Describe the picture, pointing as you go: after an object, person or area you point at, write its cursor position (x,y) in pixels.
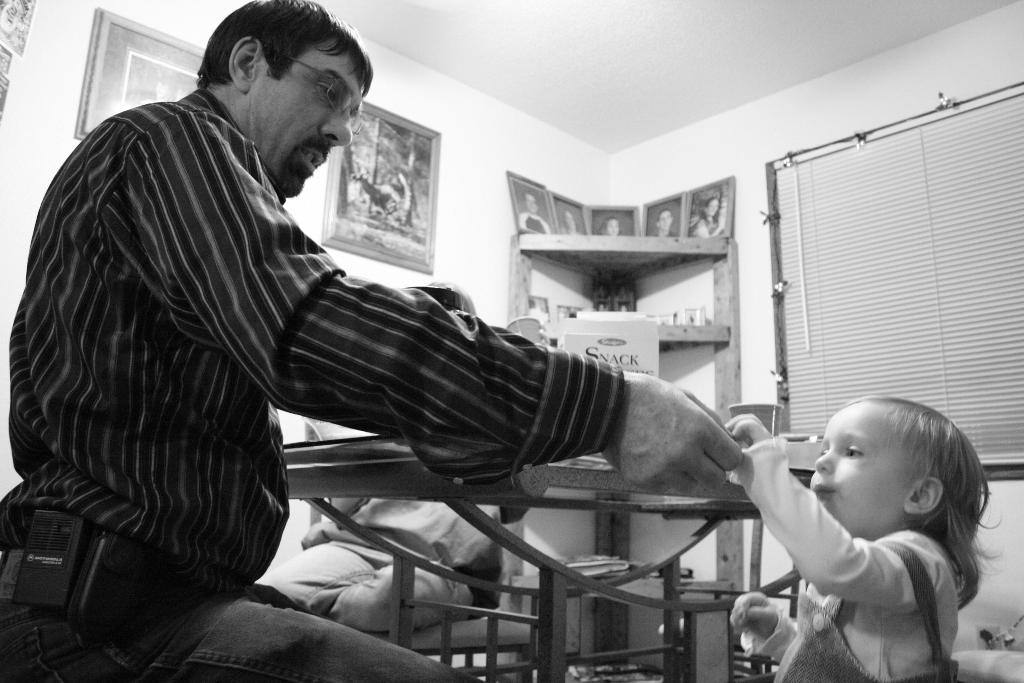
This picture is in black and white. There is a man (351,325) towards the left (86,218) and there is a kid (826,641) towards the right (926,608). Before them, there is a table (565,640). In the background (393,240), there is a wall (681,268) with frames (382,159), cabinets (666,272) and a window (797,340).
